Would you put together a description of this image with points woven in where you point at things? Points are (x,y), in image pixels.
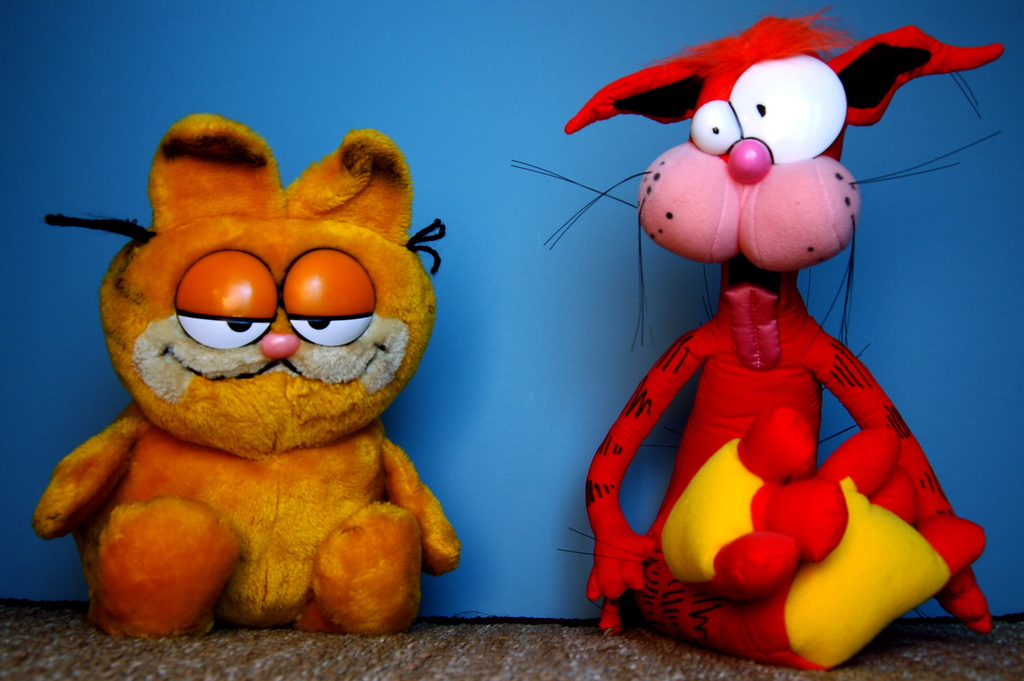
In this image there are two toys (728,470) on a mat (192,660), in the background (70,125) there is blue wall (1016,482).
